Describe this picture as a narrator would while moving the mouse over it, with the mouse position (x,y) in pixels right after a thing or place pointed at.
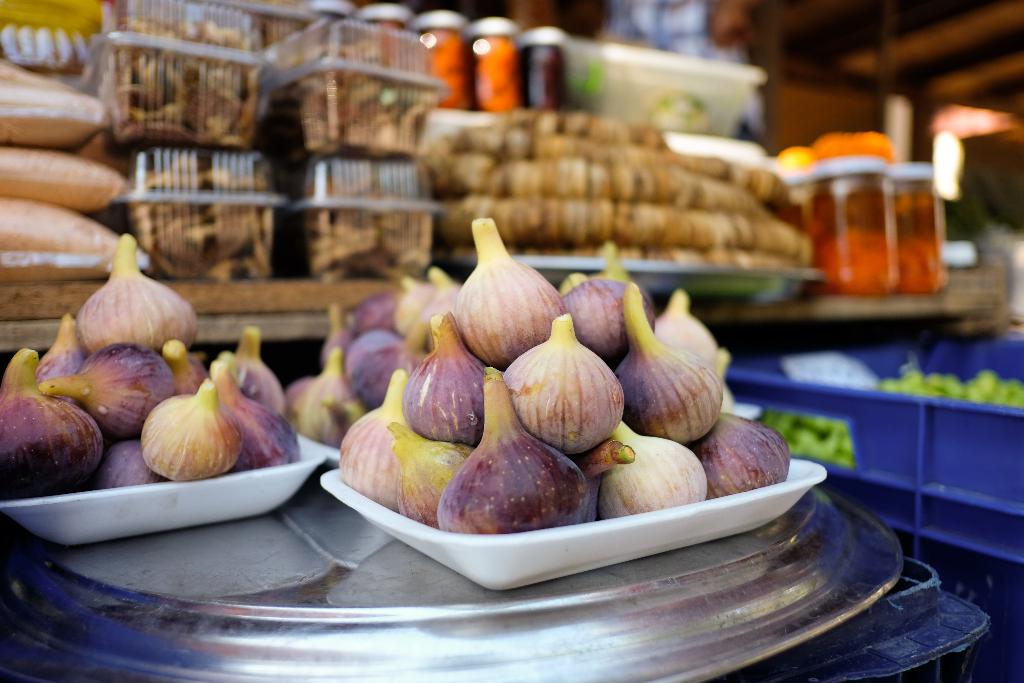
In this image we can see figs (320,376) in two plates (425,531). These plates (441,539) are placed on a single plate (374,631). Behind the vegetables (535,478) we can see a group of objects (307,202) on a table (273,304). On the right side of the image (869,390) we can see a blue object (995,459) and in the blue object (877,422) we can see a group of objects (831,364).
